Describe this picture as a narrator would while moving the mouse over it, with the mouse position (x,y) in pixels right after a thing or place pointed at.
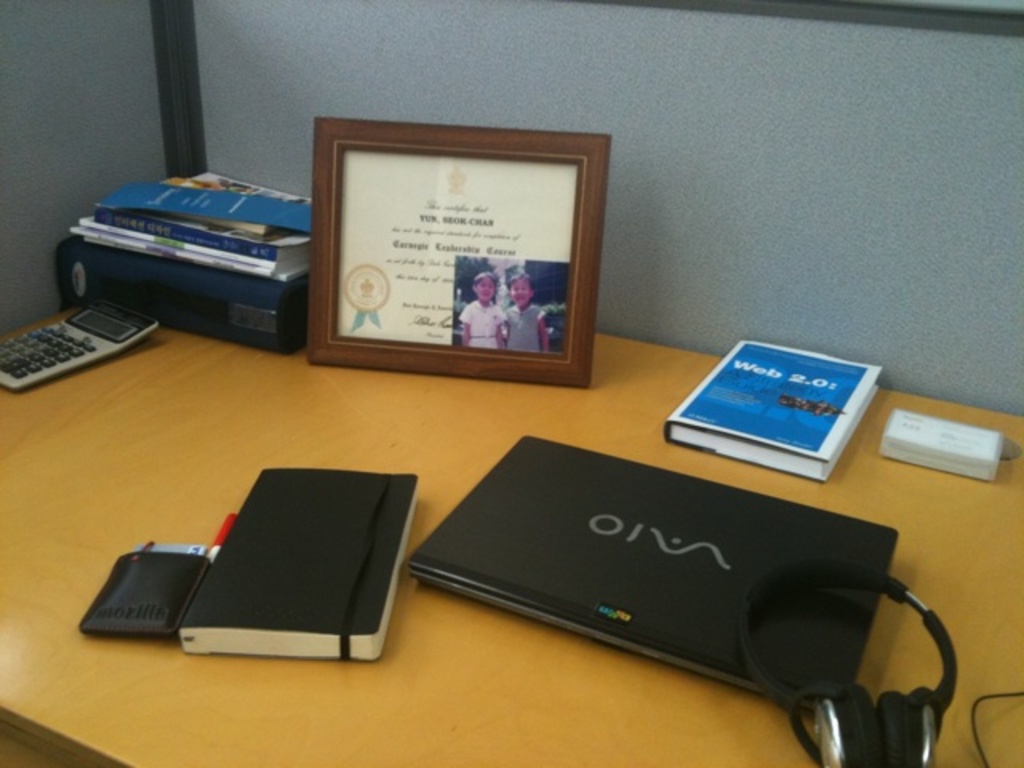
In this picture we can see laptop (612,539), book (286,507), wallet (154,556), calculator (6,355), shield (374,326) and headphones (888,718).
